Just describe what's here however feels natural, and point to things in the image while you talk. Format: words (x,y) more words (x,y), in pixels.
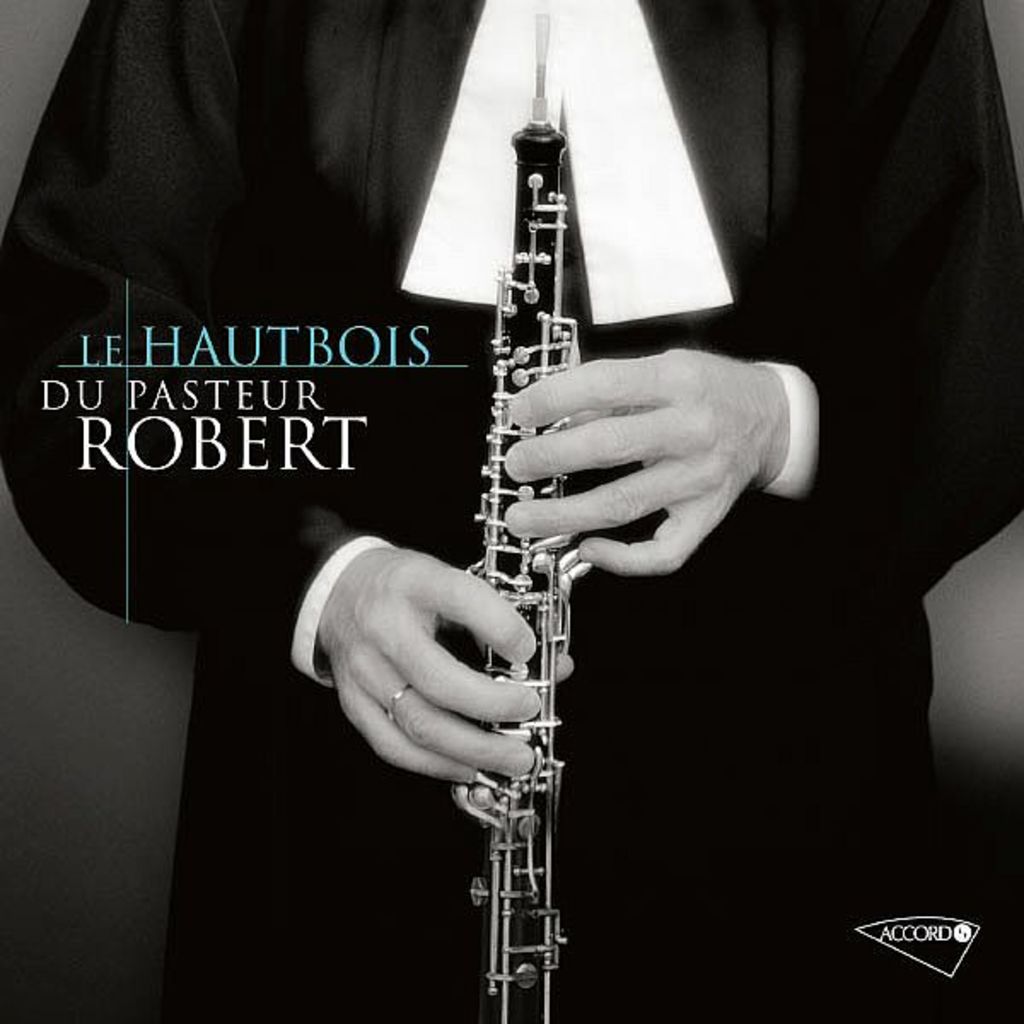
In this image I can see a person (594,398) holding musical instrument (544,342). He is wearing black and white dress (310,111) and background (135,878) is black in color.
